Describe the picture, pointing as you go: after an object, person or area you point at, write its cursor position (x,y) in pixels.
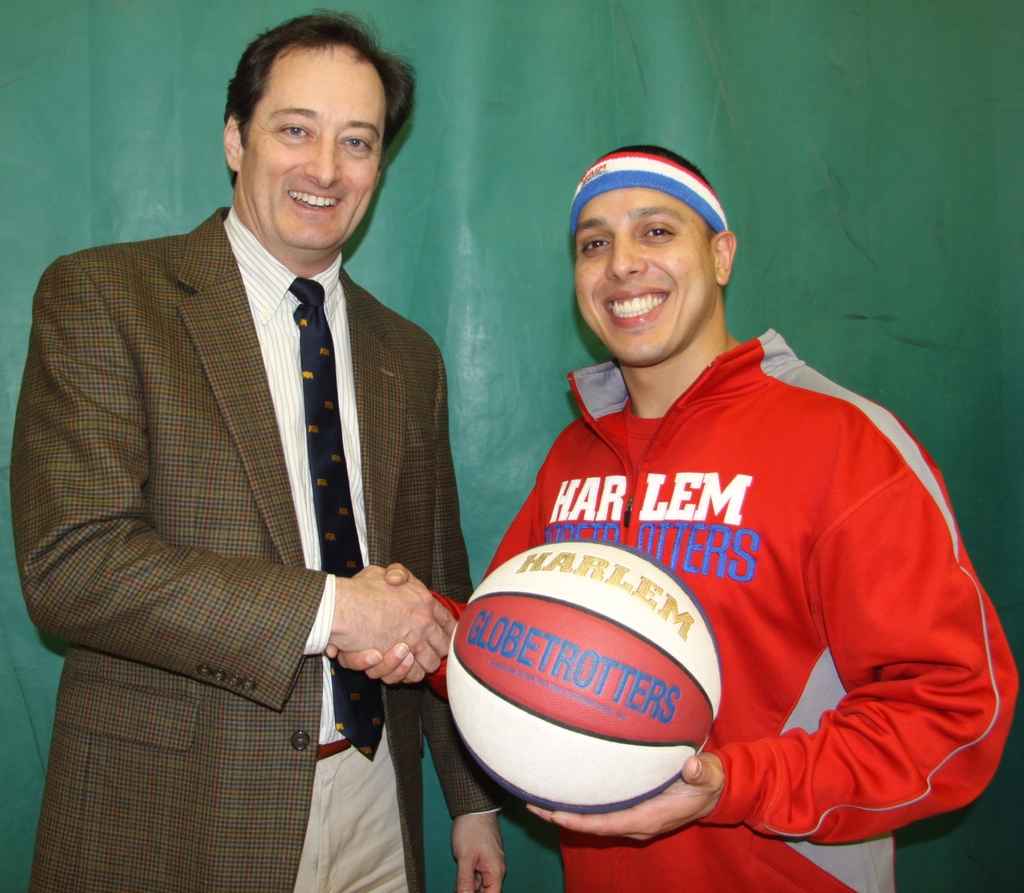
In this picture, there are two men (722,771). The man (550,813) on the right corner of this picture (754,583) wearing red jacket (783,526) is holding ball (670,662) in his hand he smiling and he is even shaking hands (397,630) with another man (397,613). The man (336,343) on the left corner of this picture (119,424) wearing brown color blazer (233,500) and blue tie (333,474) is also smiling and shaking his hands (376,635) with the other person (379,651). Behind them, we see sheet (948,355) which is green in color.
